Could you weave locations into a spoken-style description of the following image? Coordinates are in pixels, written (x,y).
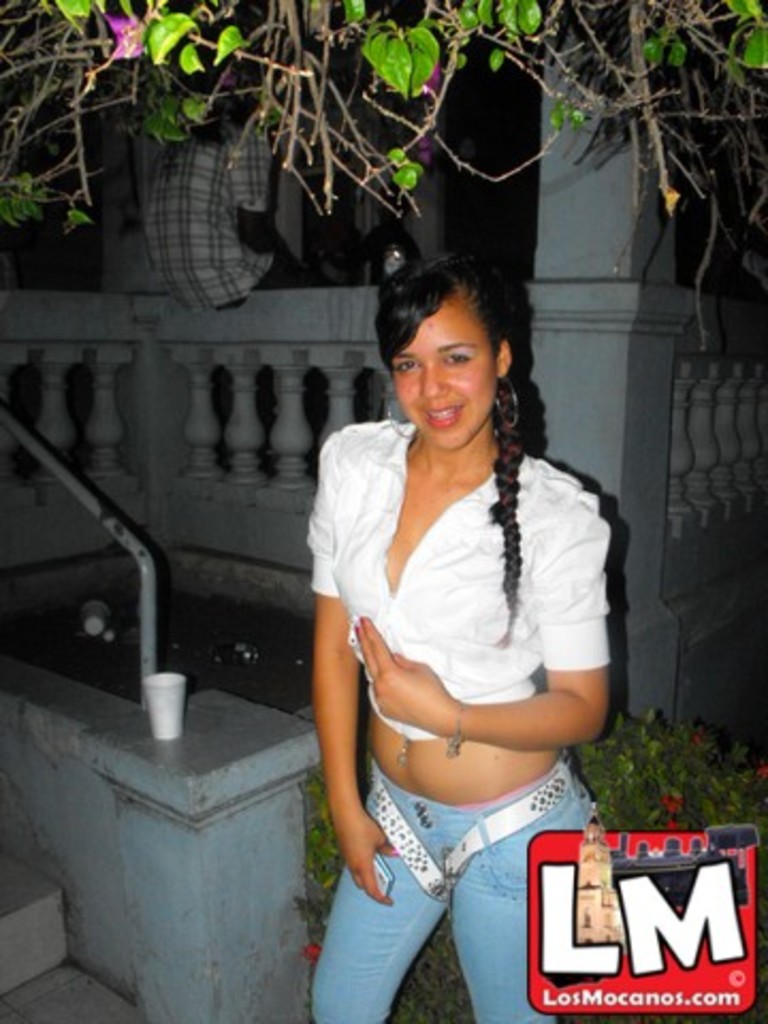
In this image, we can see a woman (502,573) is standing and holding a mobile (385,875) in her hand (373,874). She is smiling. At the bottom of the image (43,954), we can see steps (58,951), railing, few plants (311,799) with flowers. Here we can see the logo (665,934). In the middle of the image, we can see a white glass (169,704) and rod (152,575). Top of the image (711,160), we can see tree (217,98) with leaves (238,45) and flower (120,58). Background (647,382) there is a railing (239,390), pillar (623,336). Here we can see few people (236,244).
